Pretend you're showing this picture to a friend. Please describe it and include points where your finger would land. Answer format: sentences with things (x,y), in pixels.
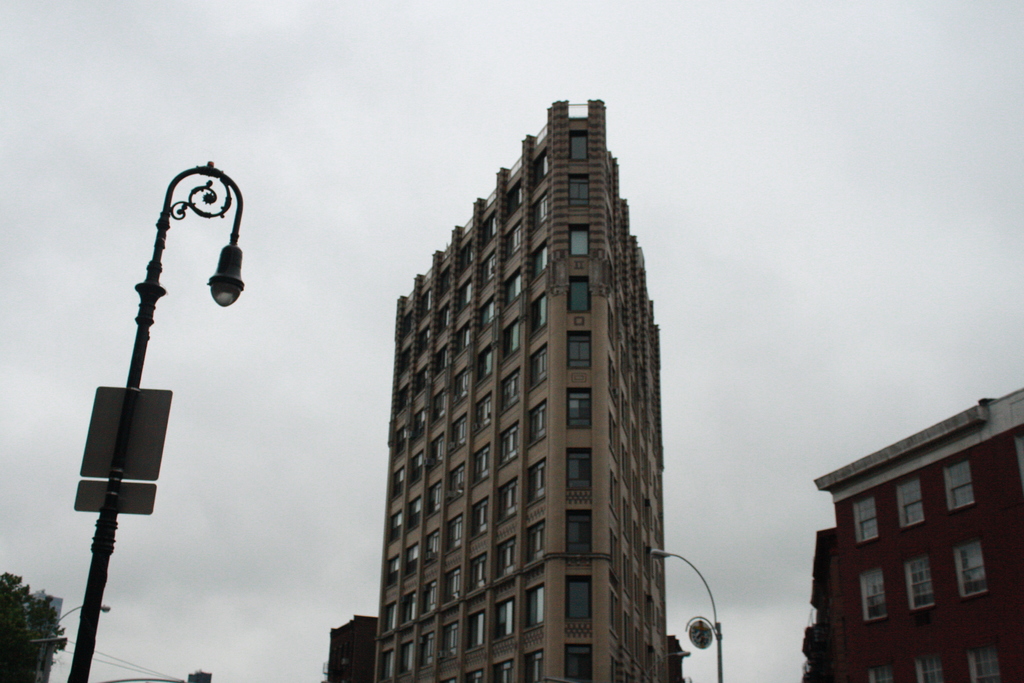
In this image I can see buildings (379,651) and poles (708,589). There is a tree (14,628) on the left (22,651). There is sky (467,118) at the top (768,116).
